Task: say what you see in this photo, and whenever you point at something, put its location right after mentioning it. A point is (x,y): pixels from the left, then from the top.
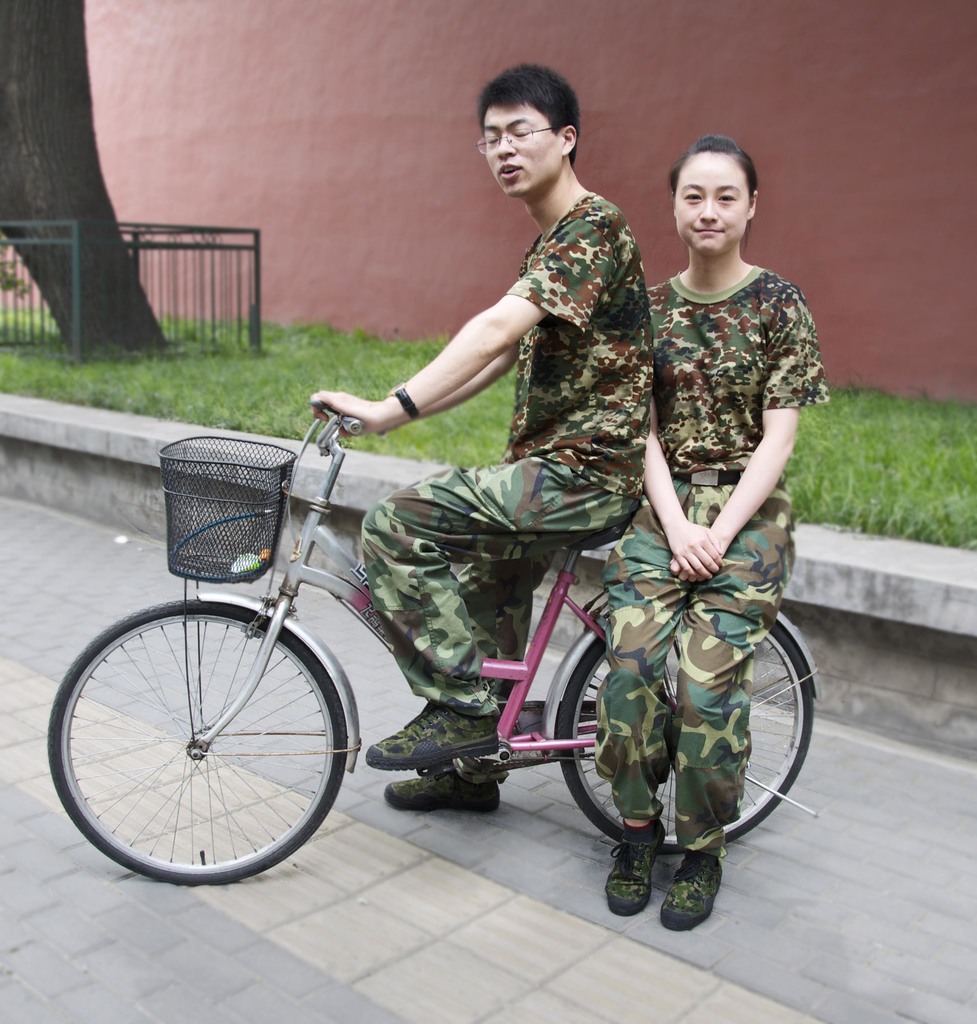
In the image we can see there are people (566,516) who are sitting on bicycle (276,473).
